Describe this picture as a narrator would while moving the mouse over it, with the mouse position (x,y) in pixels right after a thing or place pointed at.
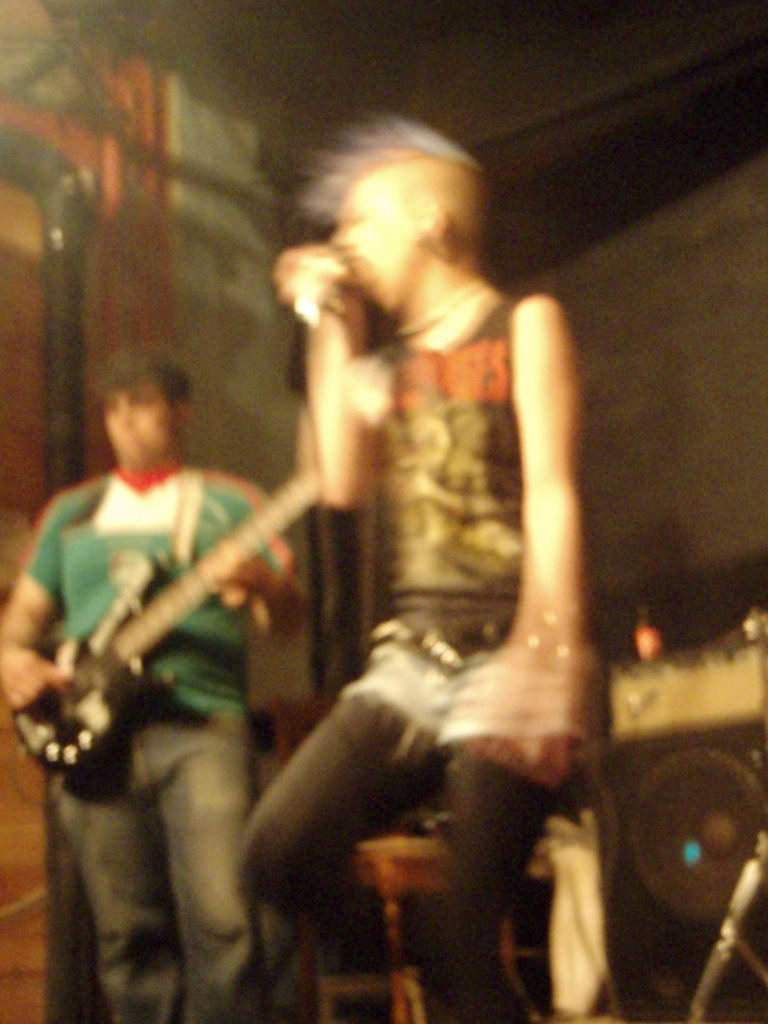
In the given image we can see two person (485,558) standing. One is holding guitar (81,691) in his hand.
